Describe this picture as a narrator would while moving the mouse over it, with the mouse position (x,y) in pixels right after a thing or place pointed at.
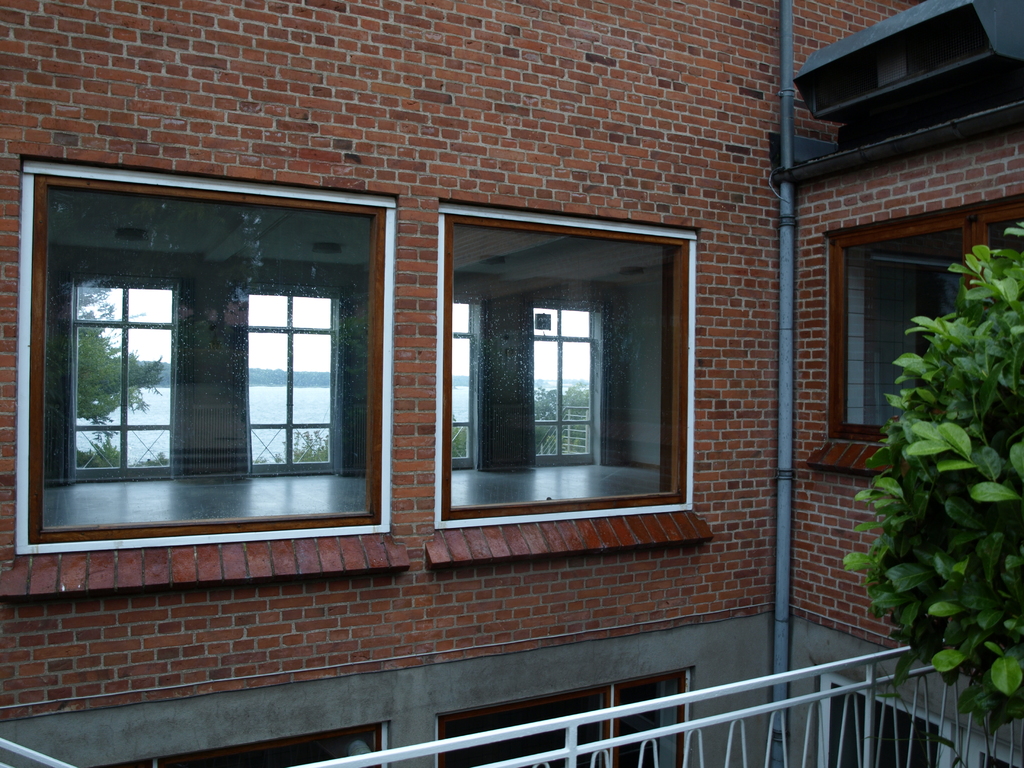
On the right side (963,510), we see a tree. Beside that, we see an iron railing (872,716). In this picture, we see a building (713,519) which is made up of brown colored bricks (770,446). We see the glass windows (211,469) from which we can see windows (270,437), water body (143,414) and the trees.
